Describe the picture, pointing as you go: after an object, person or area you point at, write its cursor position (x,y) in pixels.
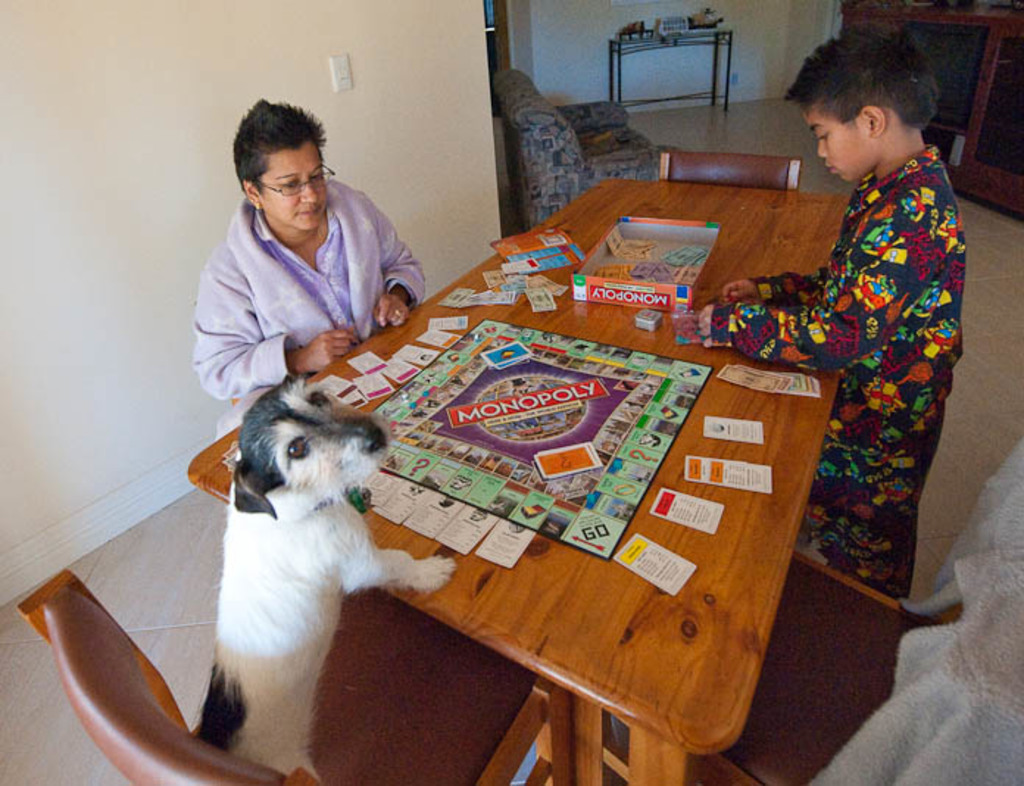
A woman (254,286) is sitting at a table (771,416). There is a board game (626,462) with card (523,260) on the table (699,422). a boy (844,359) is standing beside the table (786,413). There is a dog (446,563) standing in chair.
